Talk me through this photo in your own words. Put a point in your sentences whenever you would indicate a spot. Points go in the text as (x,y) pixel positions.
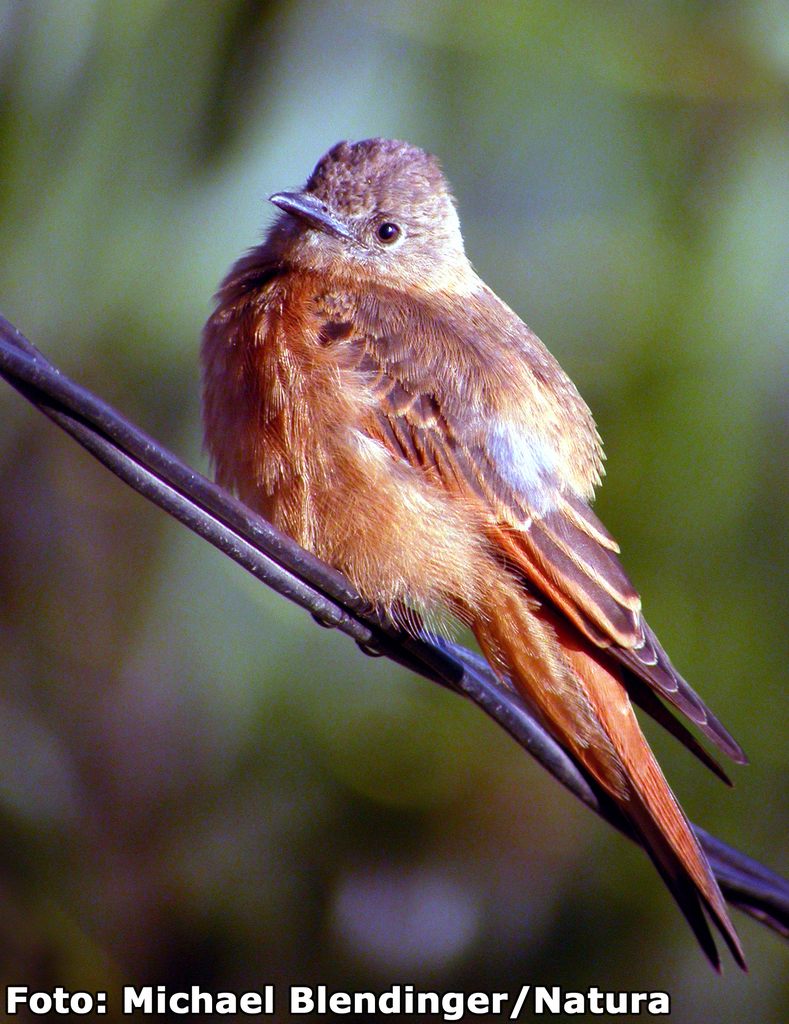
In this image I can see the bird (418,493) which is in brown color. It is on the wire (128,476). And there is a blurred background (83,94). I can also see the watermark (303,1006) in the image.
